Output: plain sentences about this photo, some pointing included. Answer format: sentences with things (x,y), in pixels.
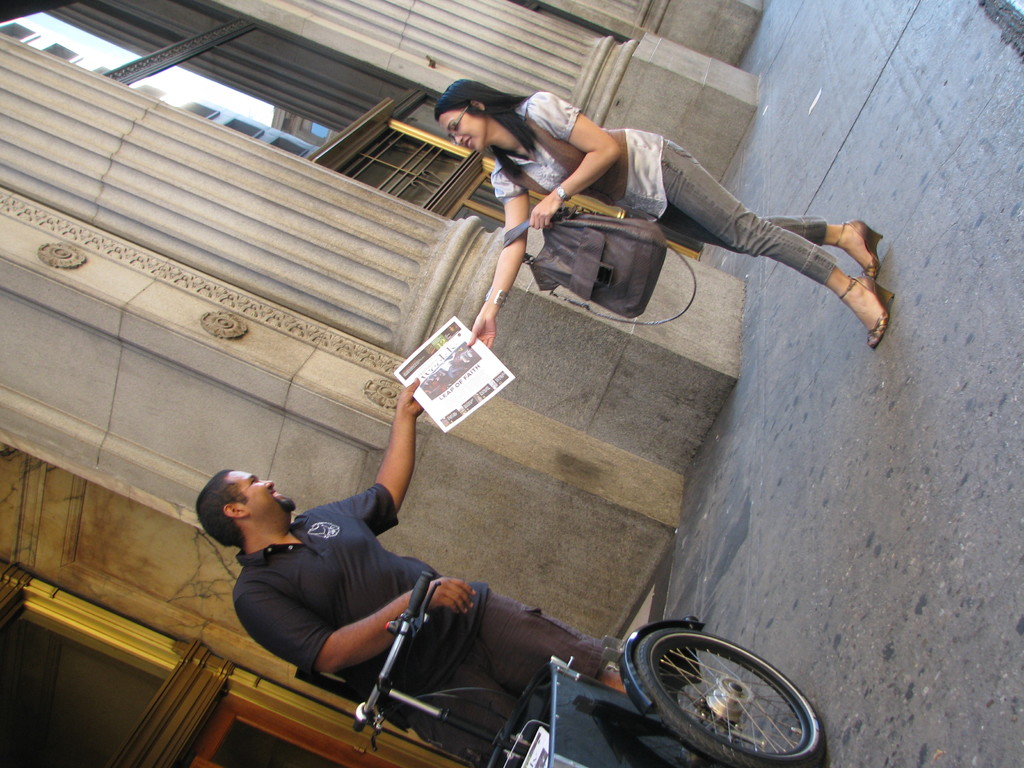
In this picture we can see a man (345,505) and woman (513,180), they both are smiling, and they are holding a paper (453,352), in front of him we can see a tricycle (675,747), in the background (149,189) we can find a building (304,114).
